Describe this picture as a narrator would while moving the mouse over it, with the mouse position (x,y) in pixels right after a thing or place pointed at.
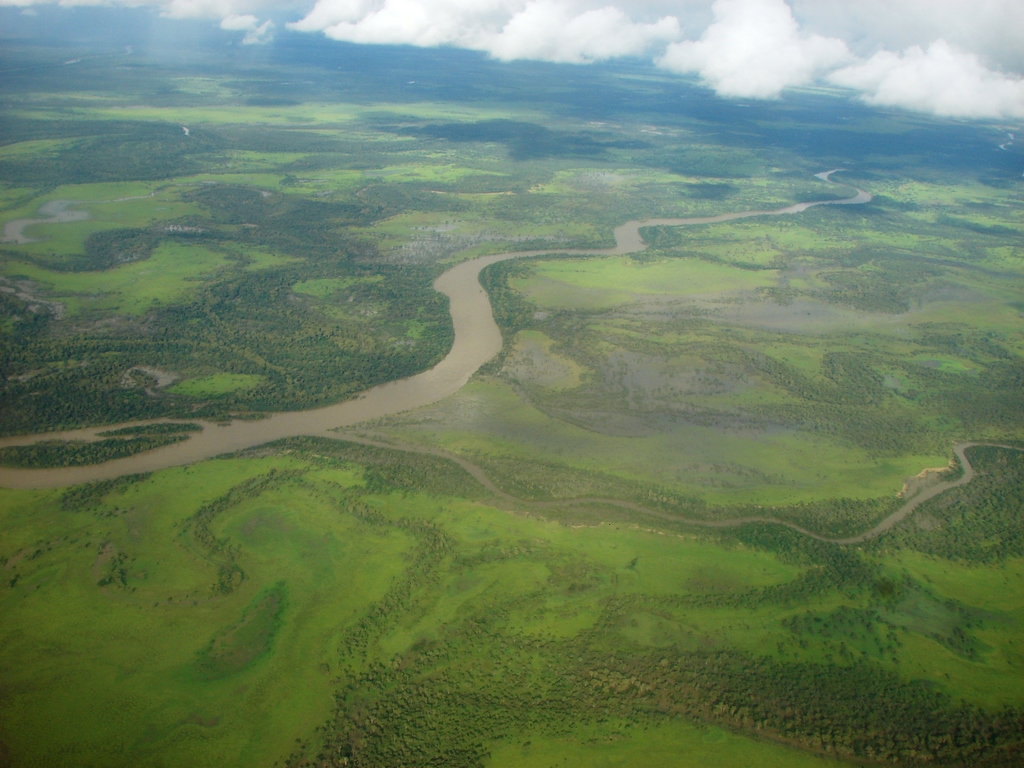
In the center of the image (464,365) there is a canal (470,311). At the top (515,29) there are clouds (563,50) and we can see trees (110,353).
